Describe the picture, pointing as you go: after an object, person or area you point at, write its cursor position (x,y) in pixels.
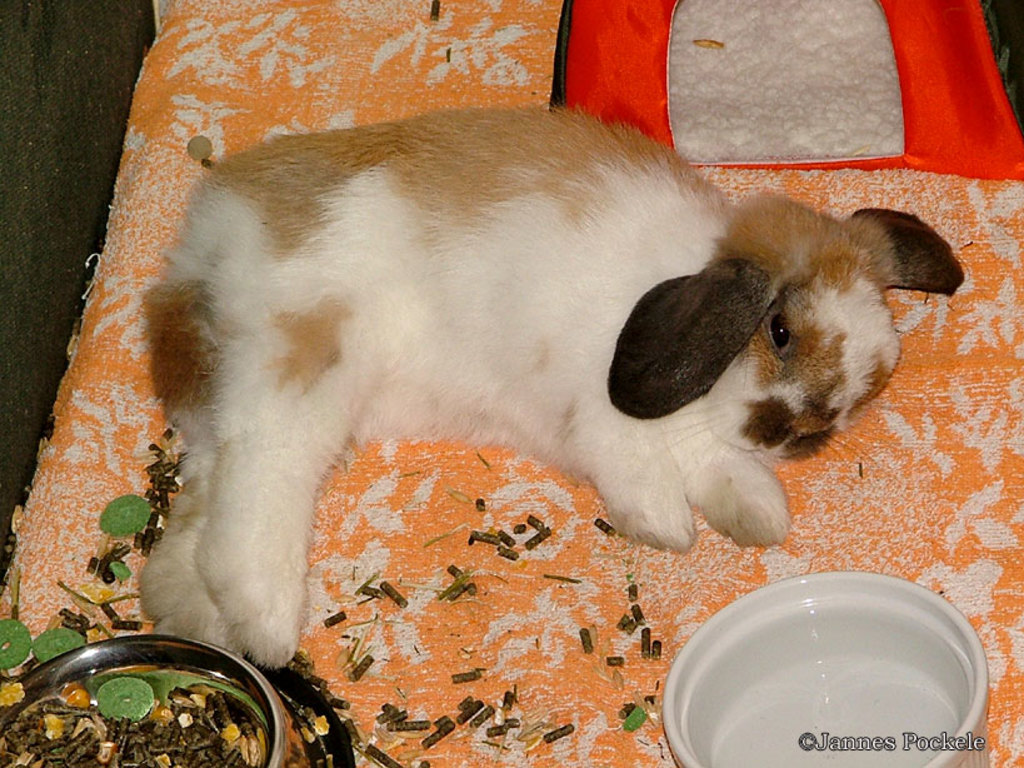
An animal (784,322) is sleeping, it is in white and brown color.
